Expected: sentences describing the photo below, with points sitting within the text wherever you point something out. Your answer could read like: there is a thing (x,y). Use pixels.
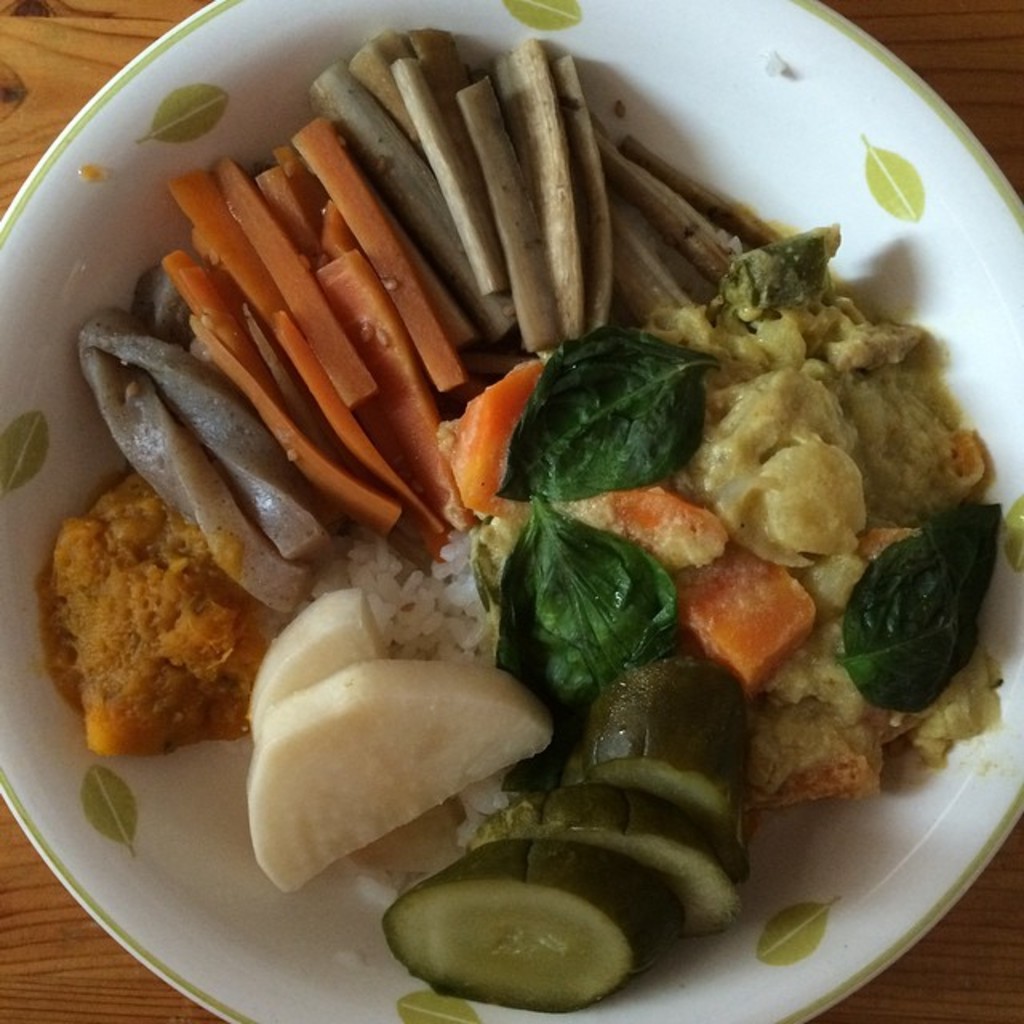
In this image I can see there are food items (733,536) in a white color plate (329,1020).
